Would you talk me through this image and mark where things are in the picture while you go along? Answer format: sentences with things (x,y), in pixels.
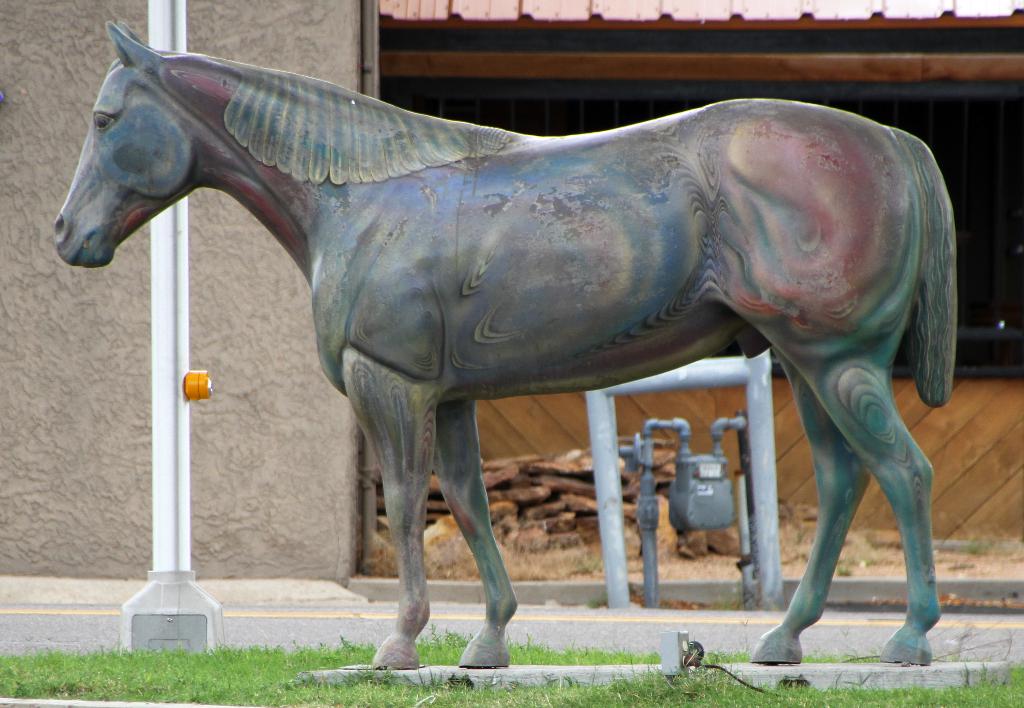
In this image I see a statue (733,216) of a horse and I see the green grass (71,655). In the background (31,623) I see the road (1021,641) on which there is a yellow line (448,617) and I see a pole (158,8) over here and I see the wall (350,26) which is of brown in color and I see few woods (571,457) over here and I see the machine (638,460) over here.
